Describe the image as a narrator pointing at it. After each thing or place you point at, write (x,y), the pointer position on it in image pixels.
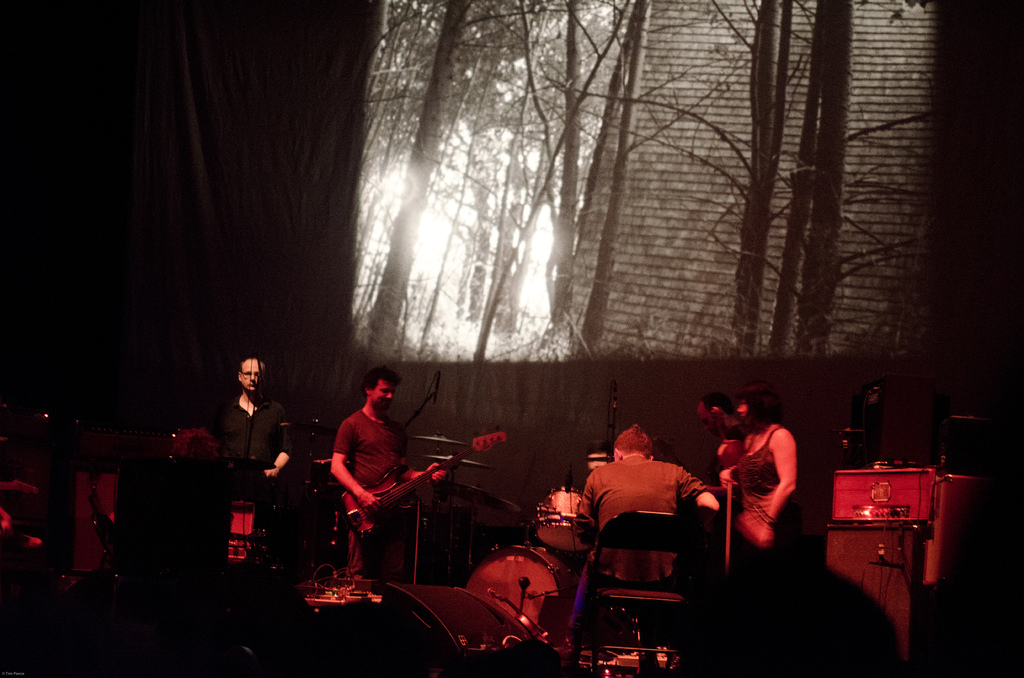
There are people (234,452) playing musical instruments (541,556) and we can see devices (964,485). We can see screen (555,242). In the background (192,231) it is dark.
